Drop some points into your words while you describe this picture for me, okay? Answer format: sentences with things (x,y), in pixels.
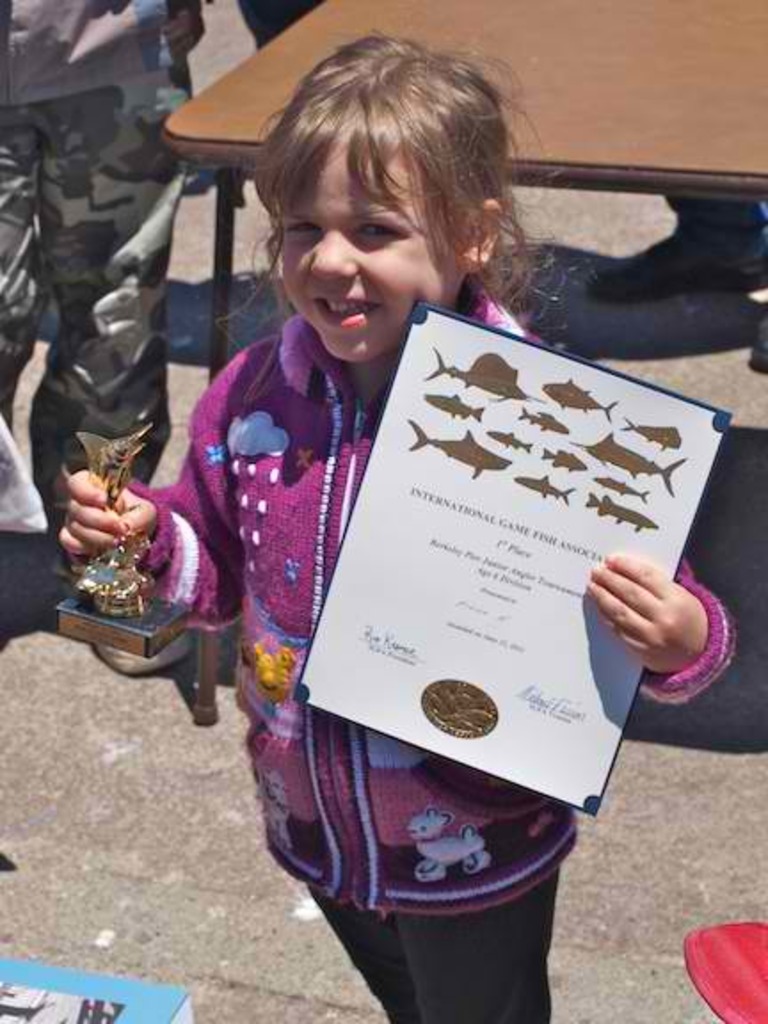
In this picture we can see a girl (370,955) holding a certificate (678,537) and a trophy (117,468) with her hands (678,594) and standing on the road (735,909) and smiling and in the background (33,24) we can see a table (537,36) and some people (2,36).
